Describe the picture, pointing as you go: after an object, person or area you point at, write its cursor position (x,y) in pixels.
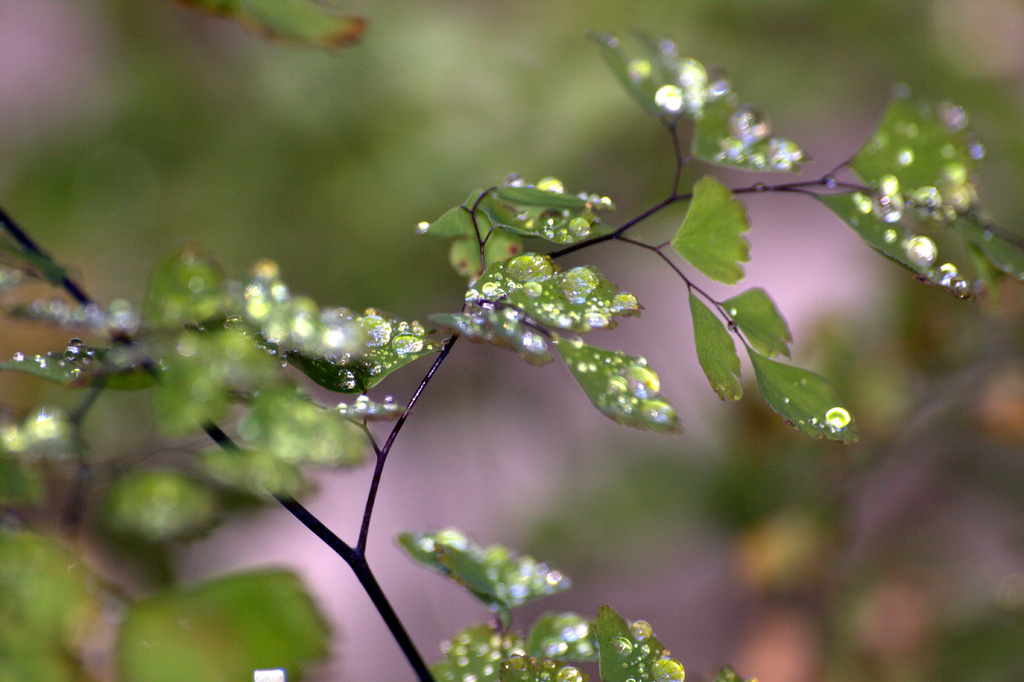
In this image, we can see plants (364,323) with water droplets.
